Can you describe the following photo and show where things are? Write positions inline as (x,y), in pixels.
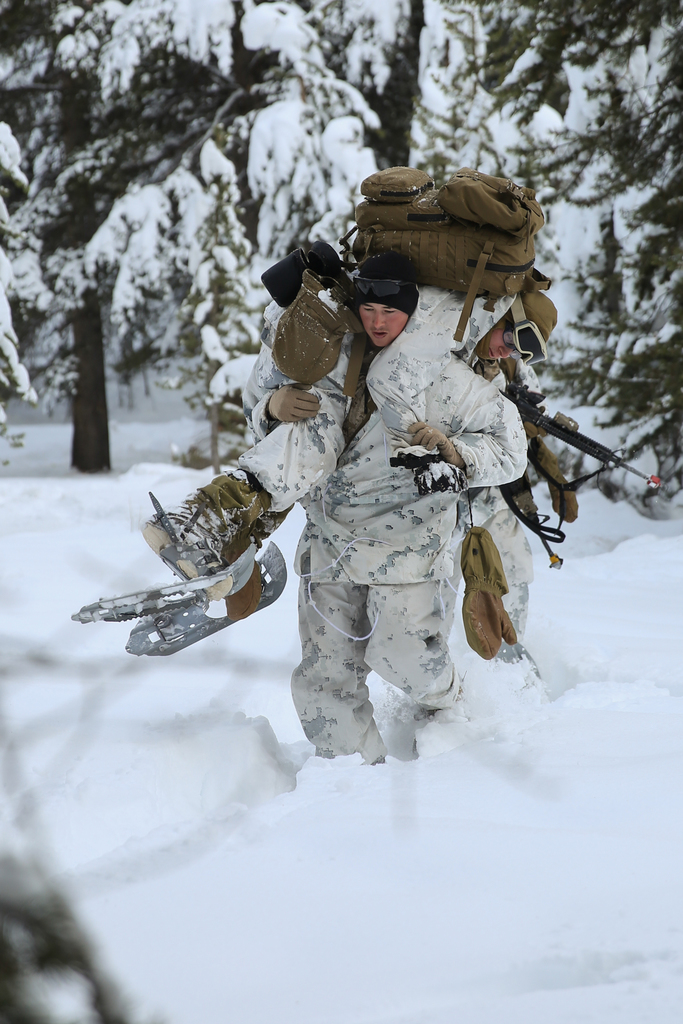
This is the man (385,586) carrying a person (278,445) on his shoulders (454,395) and walking on the snow (385,775). This person (483,329) is holding weapons (558,421). He wore ski boards (157,605) and a bag (481,225). This is the snow (597,729). In the background (566,104), I can see the trees (135,117), which are covered partially with the snow (486,111).
